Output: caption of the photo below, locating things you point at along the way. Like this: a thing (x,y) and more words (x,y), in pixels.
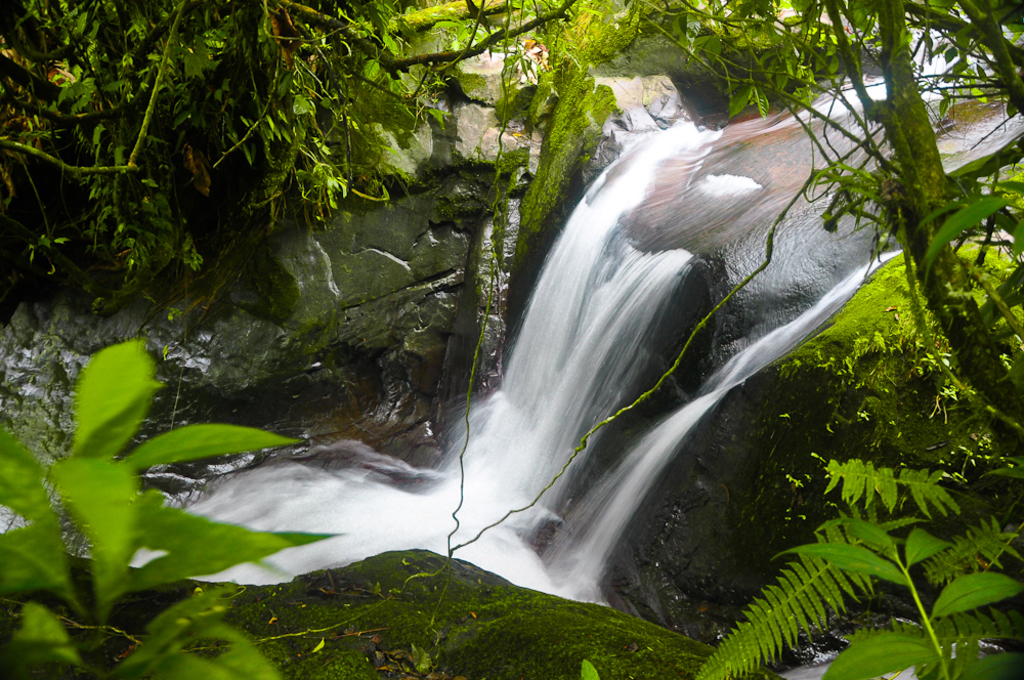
In this image in the center (547,361) there is a waterfall (648,316), and in the foreground (127,534) and background (13,341) there are some plants (239,60), rocks (857,341) and trees (899,230).
